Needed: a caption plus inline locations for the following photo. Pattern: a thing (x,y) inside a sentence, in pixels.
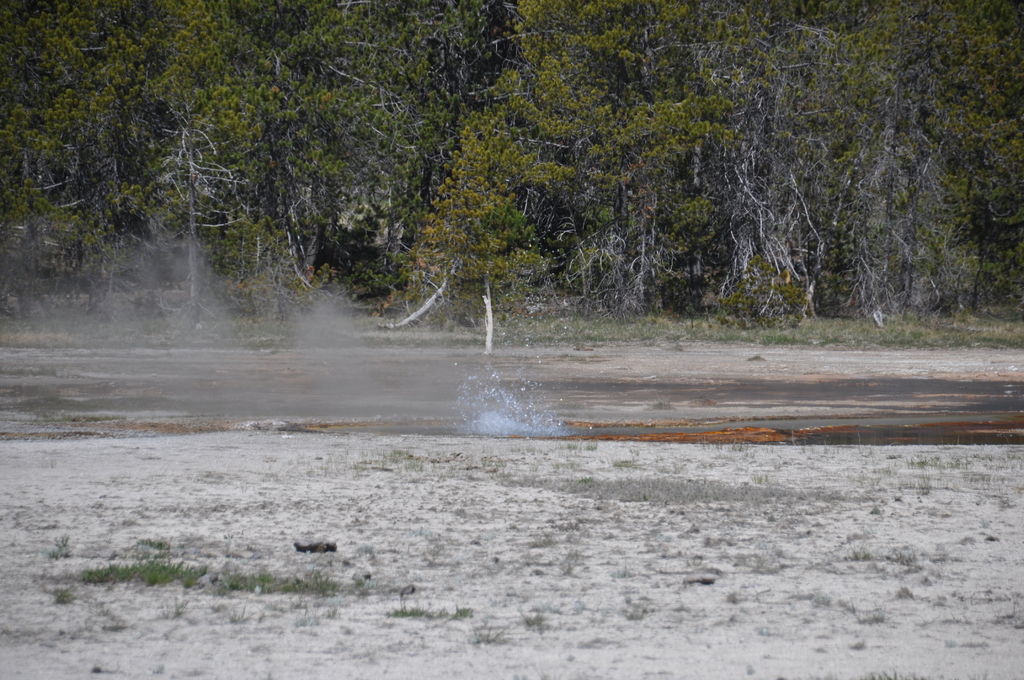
At the bottom of the picture (380,605), we see the sand (367,585) and the grass (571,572). In the middle of the picture (521,422), we see water (530,431). There are trees (321,156) in the background (397,215).
